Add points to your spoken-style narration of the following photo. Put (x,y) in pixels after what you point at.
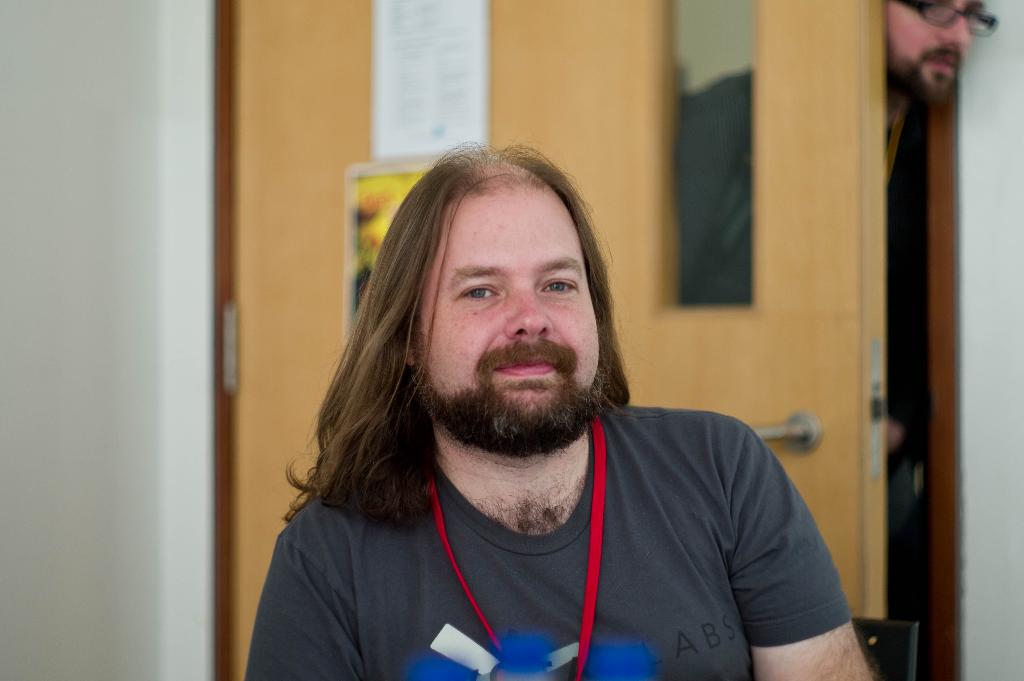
In this image I can see a man (533,472) and I can see he is wearing grey colour t shirt (558,590). I can also see red colour thing (602,486) around his neck (549,512). Here I can see few blue colour things (634,654) and in the background (779,61) can see a door (340,283), few posters (407,122) and a man (927,12). I can also see this image is little bit blurry from background (1019,431).
